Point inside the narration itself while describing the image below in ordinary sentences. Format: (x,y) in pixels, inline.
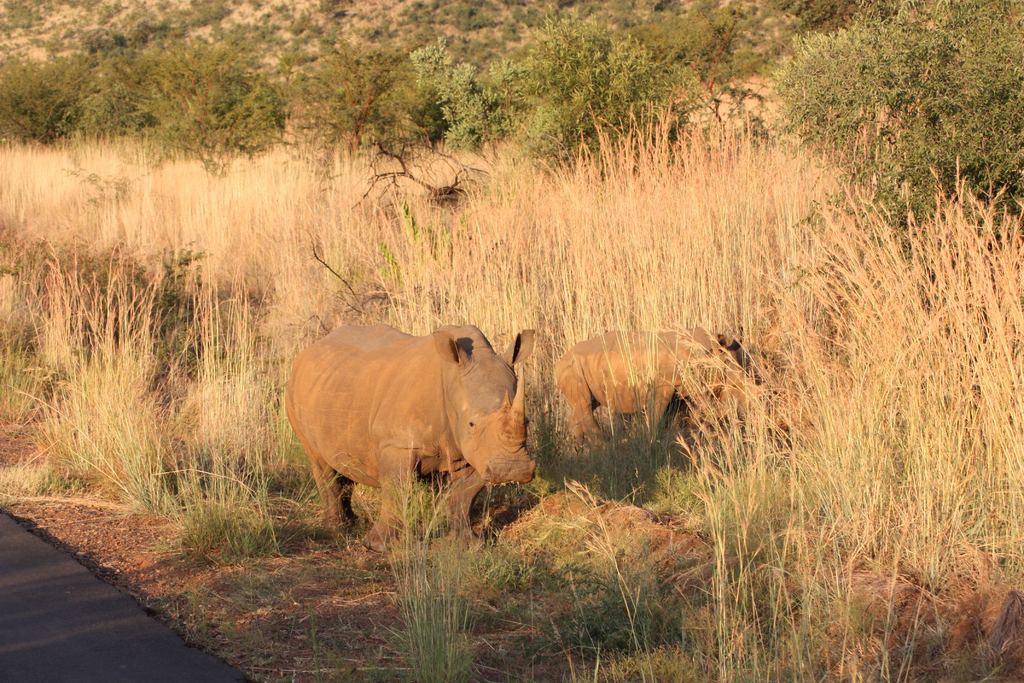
In the center of the image (351,387) we can see the rhinoceroses (492,431). In the background of the image (996,88) we can see the trees (971,111) and plants (234,284). At the bottom of the image (99,643) we can see the road (31,647).
